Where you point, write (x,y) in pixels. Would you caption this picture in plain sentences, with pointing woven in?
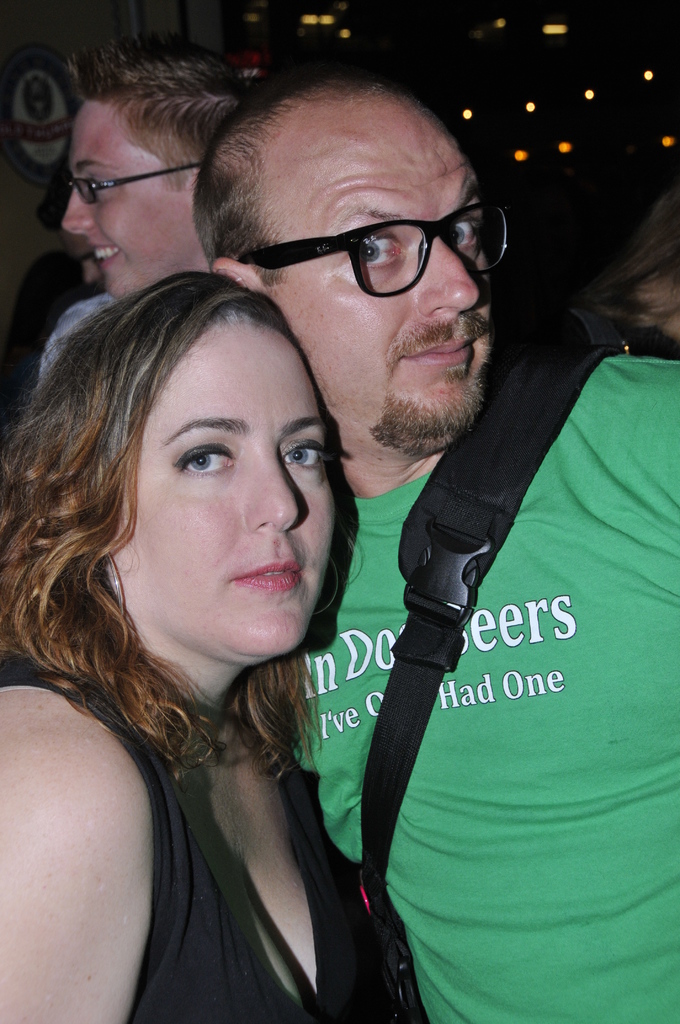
Here we can see a man (357,659) and woman (233,742) together and the man (493,587) is carrying a bag (506,511) on his shoulder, In the background (105,119) the image is not clear but we can see few persons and lights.
